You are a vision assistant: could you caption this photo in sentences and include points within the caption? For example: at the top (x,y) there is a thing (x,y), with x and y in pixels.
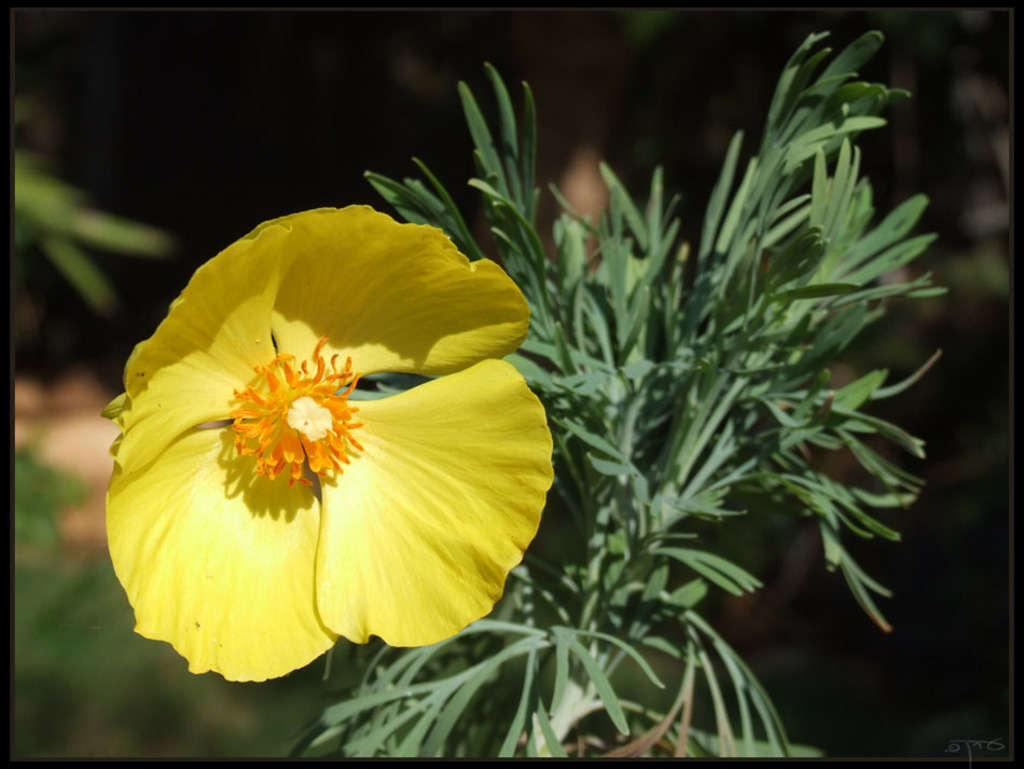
As we can see in the image in the front (680,389) there is a plant (584,526) and flower (389,424). The background (292,83) the blurred. The image is little dark.
